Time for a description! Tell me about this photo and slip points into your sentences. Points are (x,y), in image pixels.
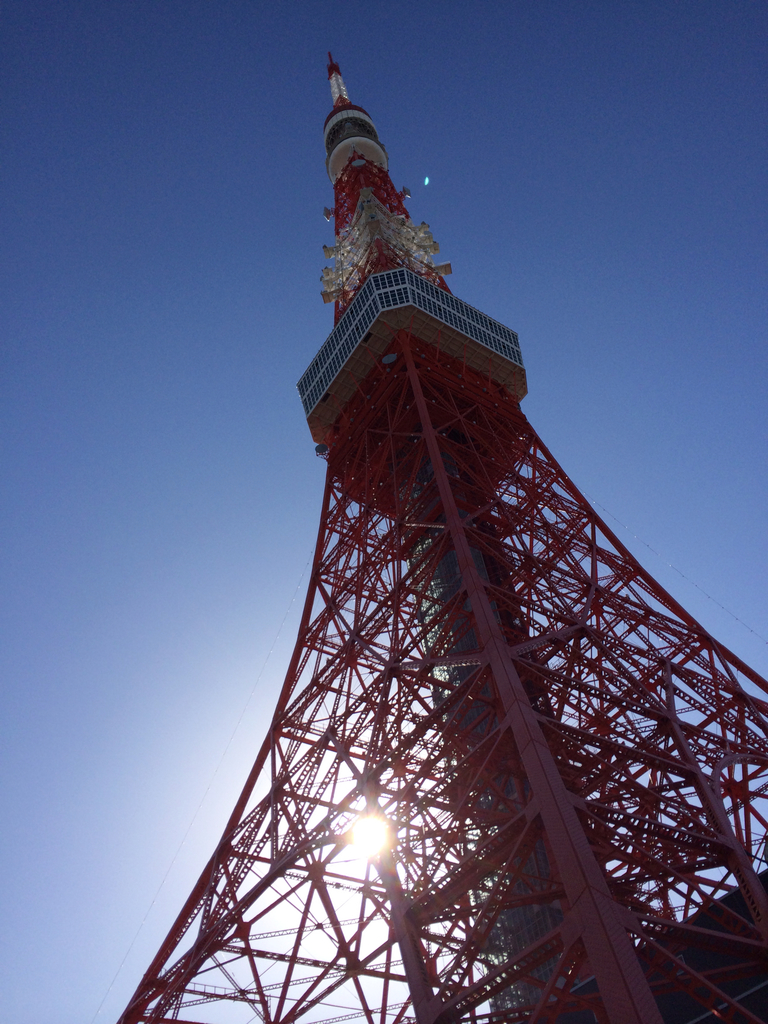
There is a tower (470,875) with iron rods (470,875) and many items (470,875). In the background (564,325) there is sky (543,278).
